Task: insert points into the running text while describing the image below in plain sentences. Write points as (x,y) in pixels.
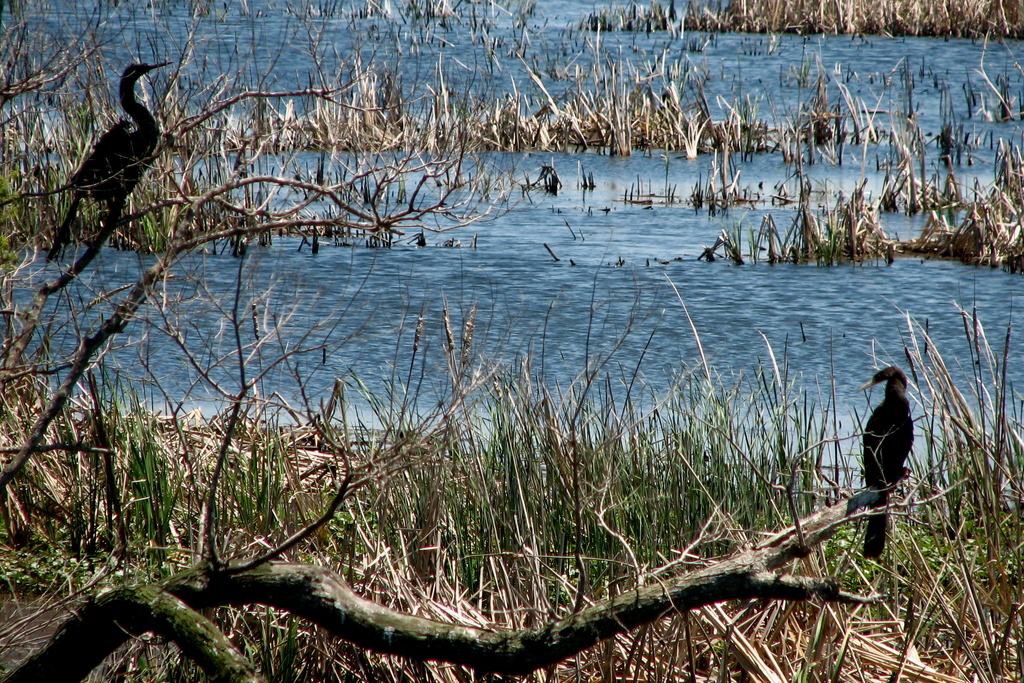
This picture is clicked outside. In the foreground (127,108) we can see the birds (901,452) seems to be standing on the branches (821,533) of the trees (588,631) and we can see the green grass (439,484). In the center (613,229) we can see a water body (558,239) and some objects (689,114) and the grass (886,17) in the water body (493,255).
